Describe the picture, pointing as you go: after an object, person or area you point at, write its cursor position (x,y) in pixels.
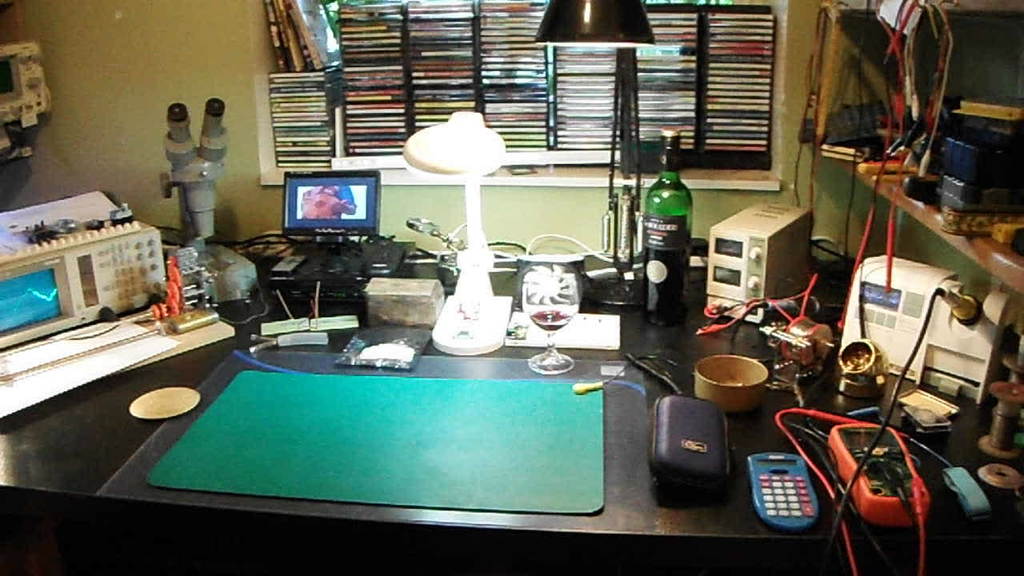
In the center of the image (663,332) we can see one table (628,322). On the table (555,429), we can see machines (736,238), one glass (573,293), monitor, calculator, lamp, box (701,448), bowl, bottle (681,280) and a few other objects (675,468). In the background (215,6) there is a wall (184,15), racks (474,6), books (599,49), wires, boxes (1002,221) and a few other objects (995,223).
